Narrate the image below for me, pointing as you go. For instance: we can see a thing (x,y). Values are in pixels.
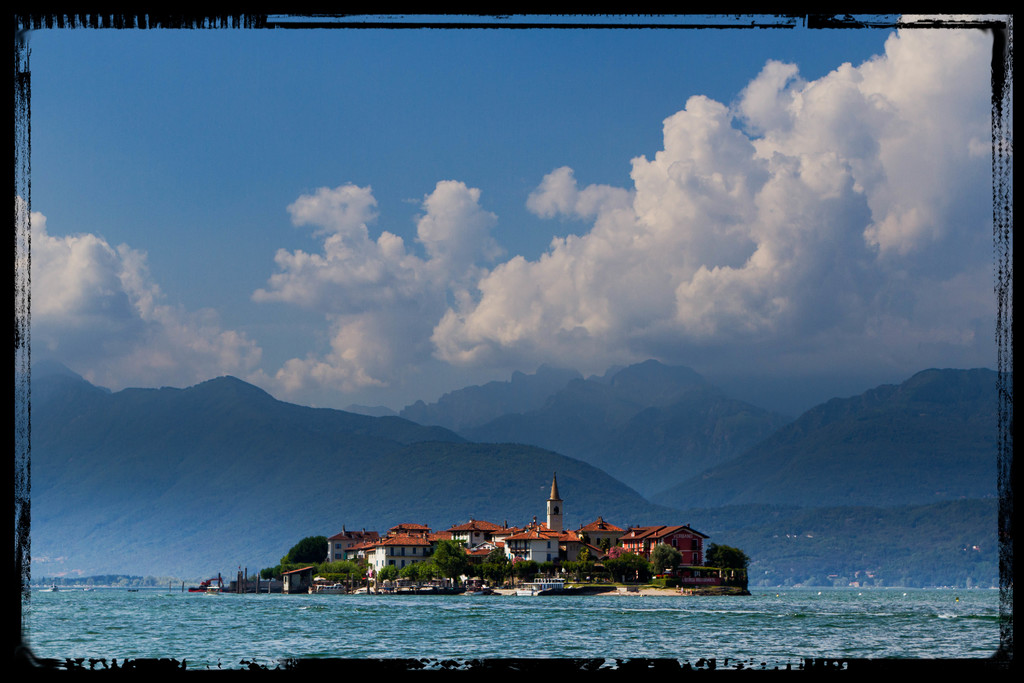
In this picture we can see water (635,647), here we can see a tower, houses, trees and some objects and in the background (863,579) we can see mountains (881,511), sky (864,304) with clouds (862,289).
